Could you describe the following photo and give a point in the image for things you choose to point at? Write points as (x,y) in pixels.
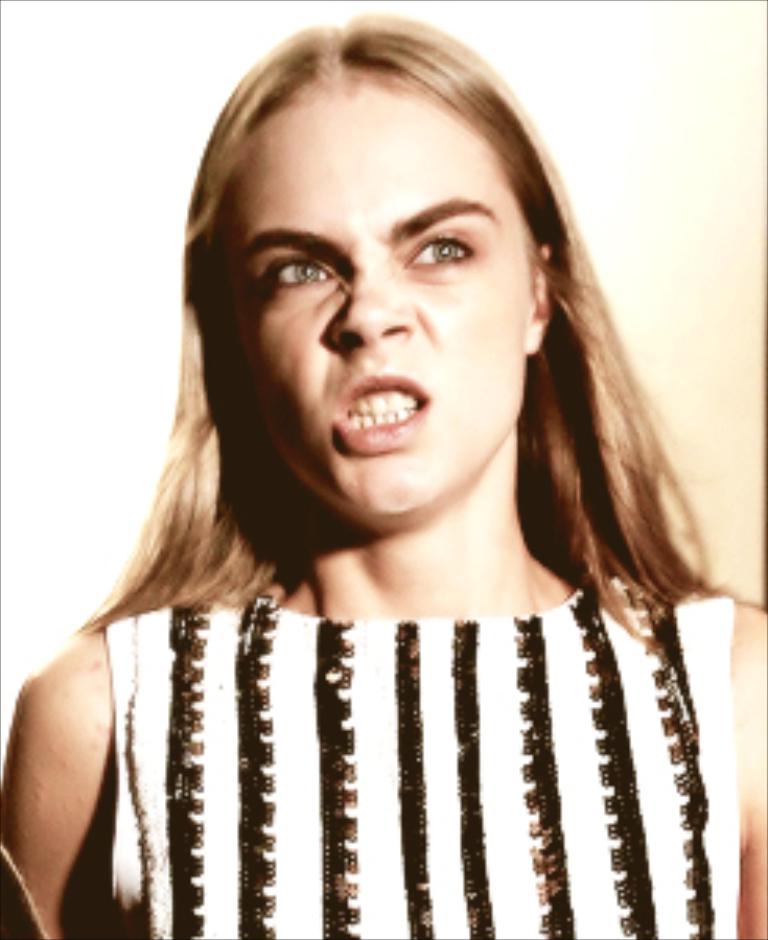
In this image there is a woman (410,672).
